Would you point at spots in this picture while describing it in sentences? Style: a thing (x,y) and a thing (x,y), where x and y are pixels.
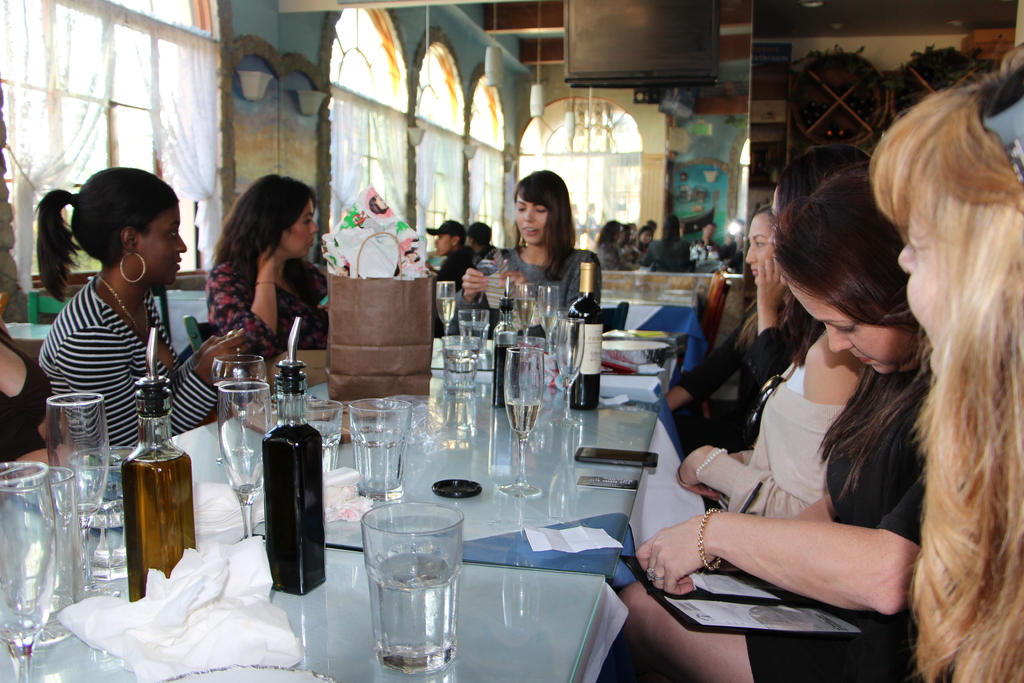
There is a group of people (286,325). They are sitting on a chair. There is a table (645,498). There is a glass (383,600), bottle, tissue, paper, mobile phone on a table (435,368). We can see the background (62,108) there is a curtain (62,95) and window (478,87).
